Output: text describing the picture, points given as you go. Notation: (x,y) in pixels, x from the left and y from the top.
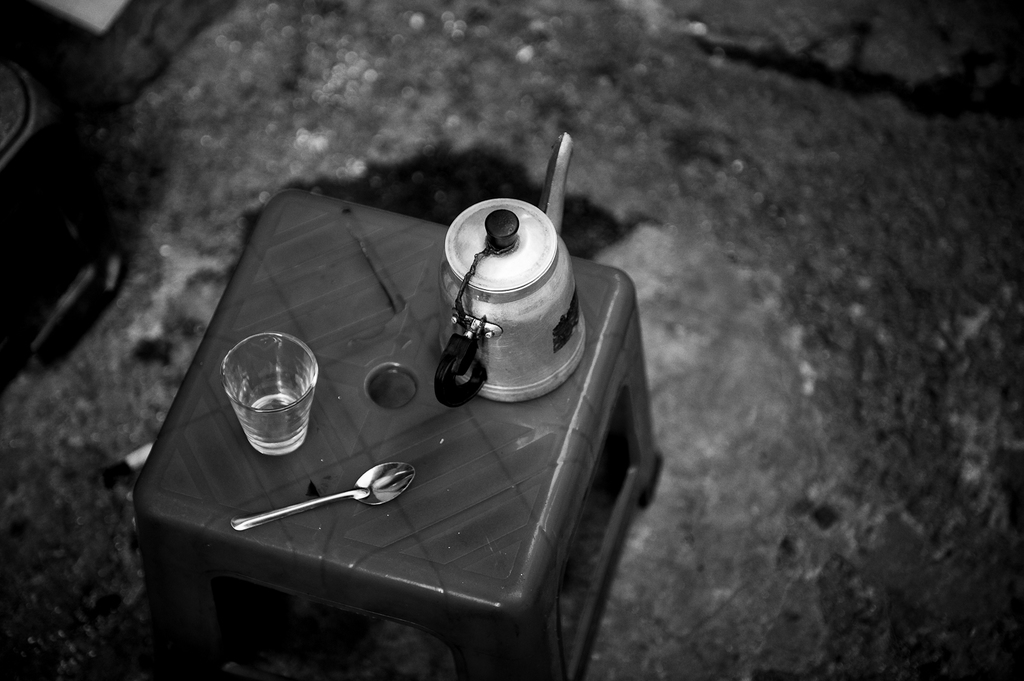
In this image we can see a teapot (478,364), glass (248,429) and a spoon (337,496) on a stool (641,393). Beside the stool (433,419) we can see the ground (657,223).
